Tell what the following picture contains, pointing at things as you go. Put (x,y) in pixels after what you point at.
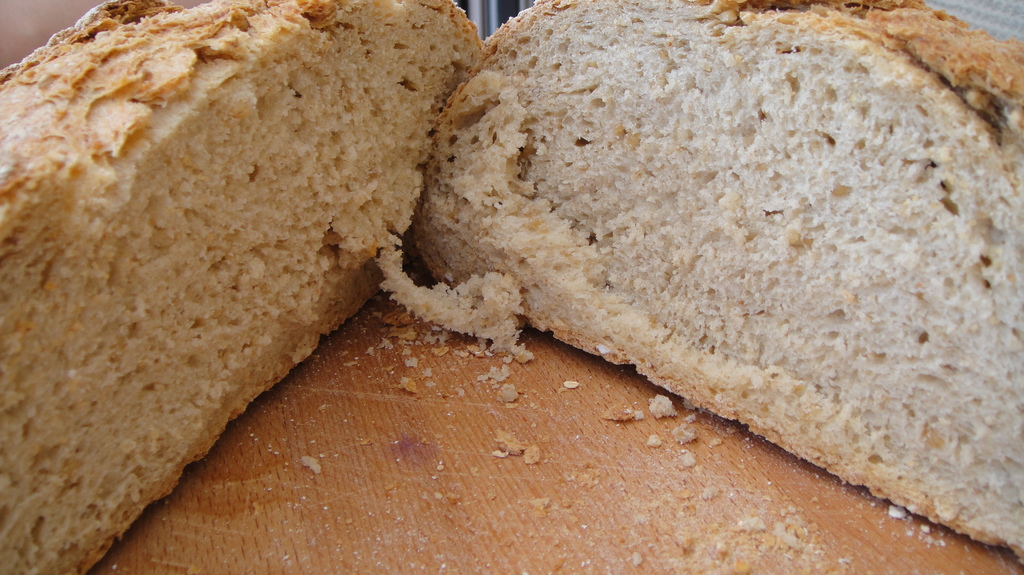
In this picture I can see 2 pieces of bread (530,179) and I can see the brown color surface (411,453).
